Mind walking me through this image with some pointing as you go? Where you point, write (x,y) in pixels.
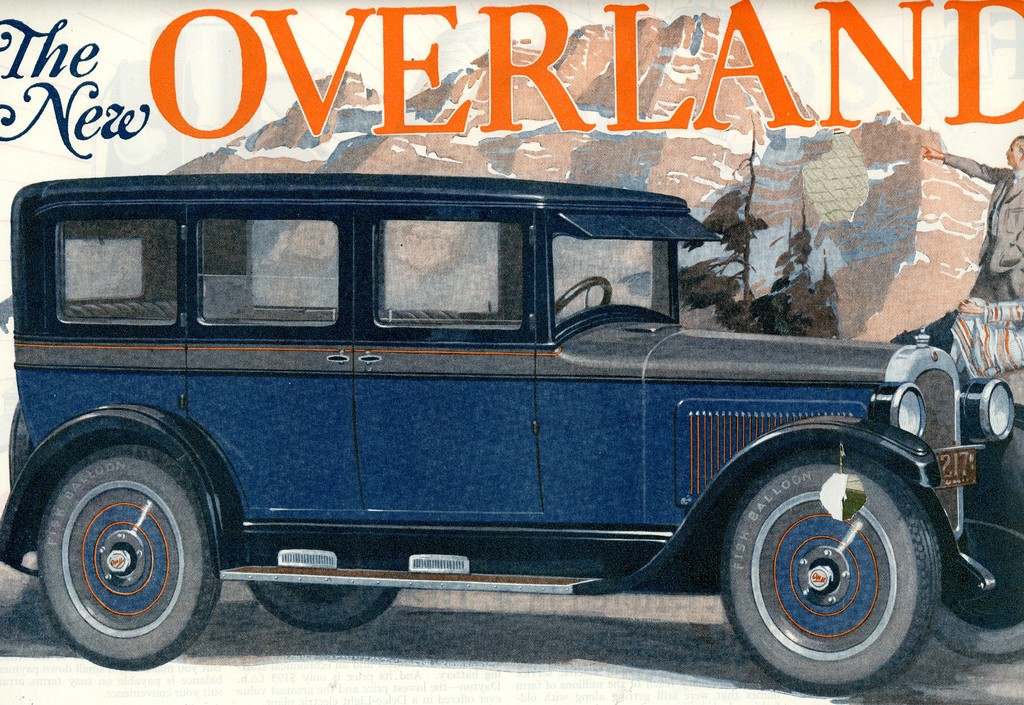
This image consists of a poster (519,517). On the poster (164,462) there is a painting (544,418) of a vehicle (442,432) on the road (447,652). In the background (663,187) there are few rocks (636,160). On the right side (1007,219) there is a person (1006,258). At the top of the image (403,93) I can see some text (300,70).
